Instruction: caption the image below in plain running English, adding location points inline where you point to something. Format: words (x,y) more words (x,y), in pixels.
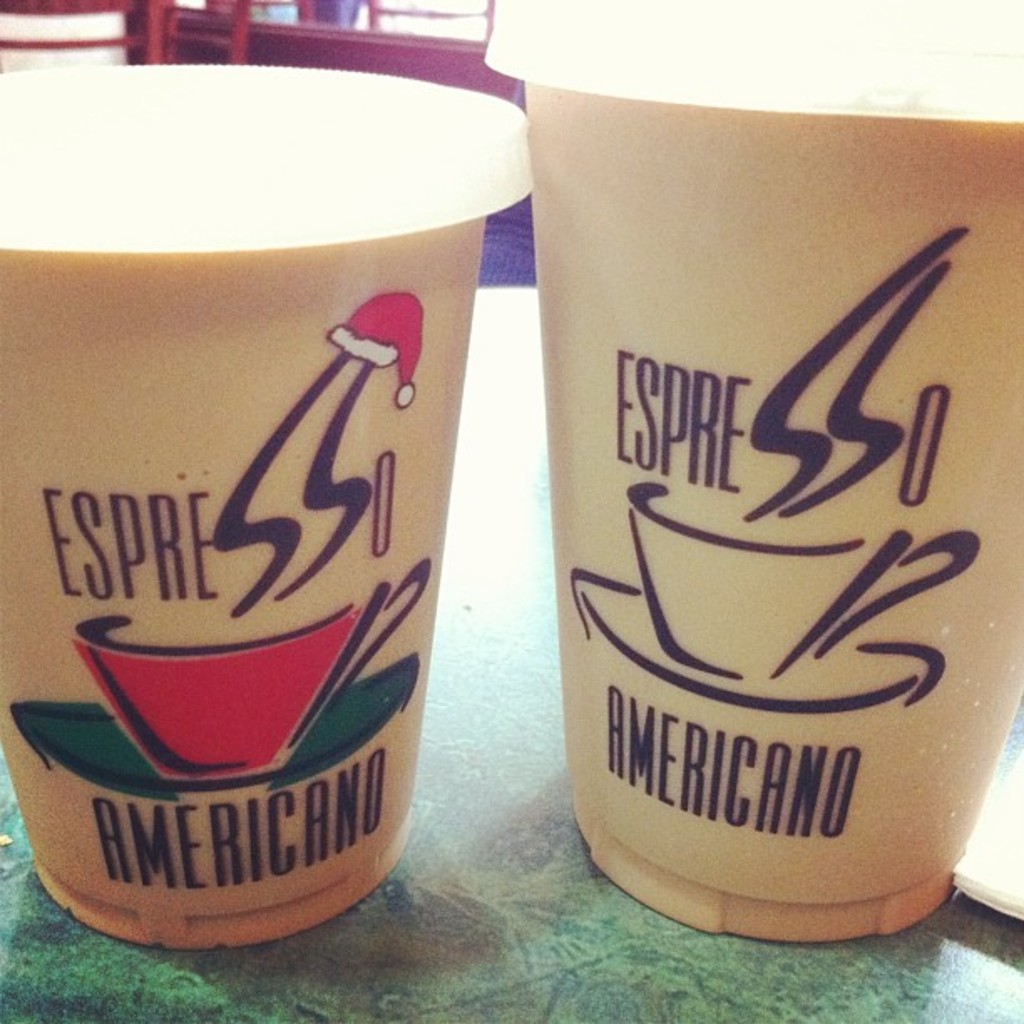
In this picture we can see couple of cups (577,466) on the table (468,790), in the background (234,7) we can find few chairs (61,43).
